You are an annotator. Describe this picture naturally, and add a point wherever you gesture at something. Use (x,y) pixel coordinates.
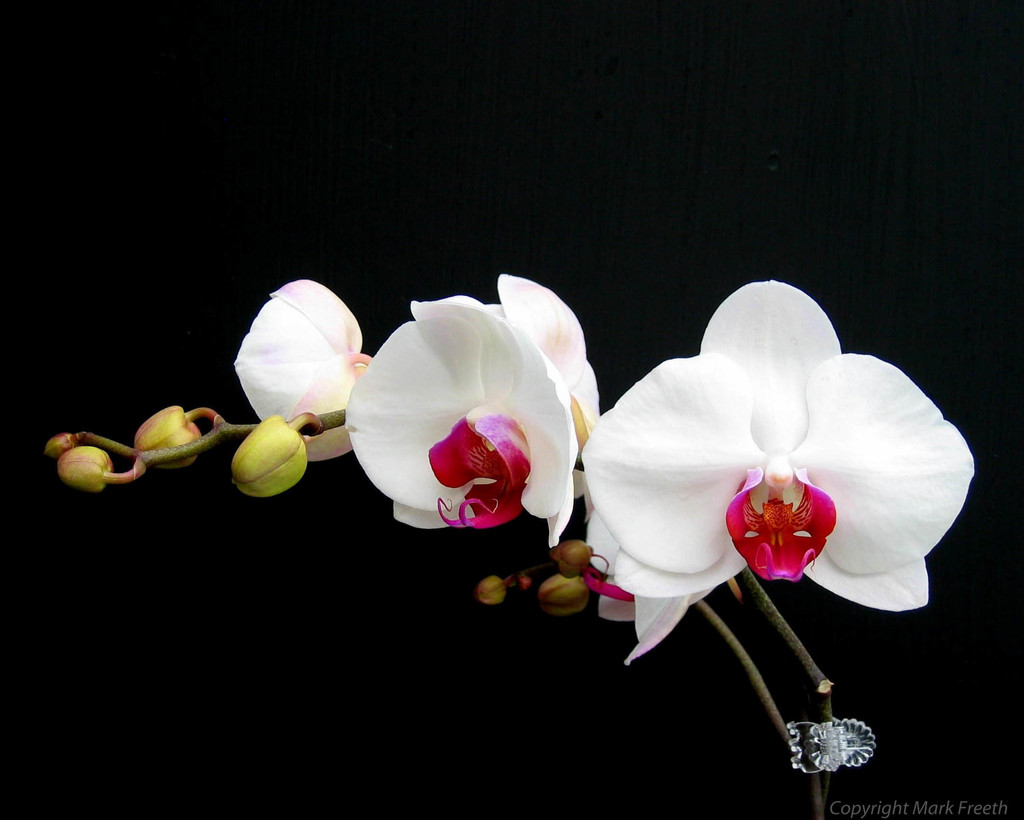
In this image we can see few flowers (572,451) and buds (256,459) and a dark background (392,159).
